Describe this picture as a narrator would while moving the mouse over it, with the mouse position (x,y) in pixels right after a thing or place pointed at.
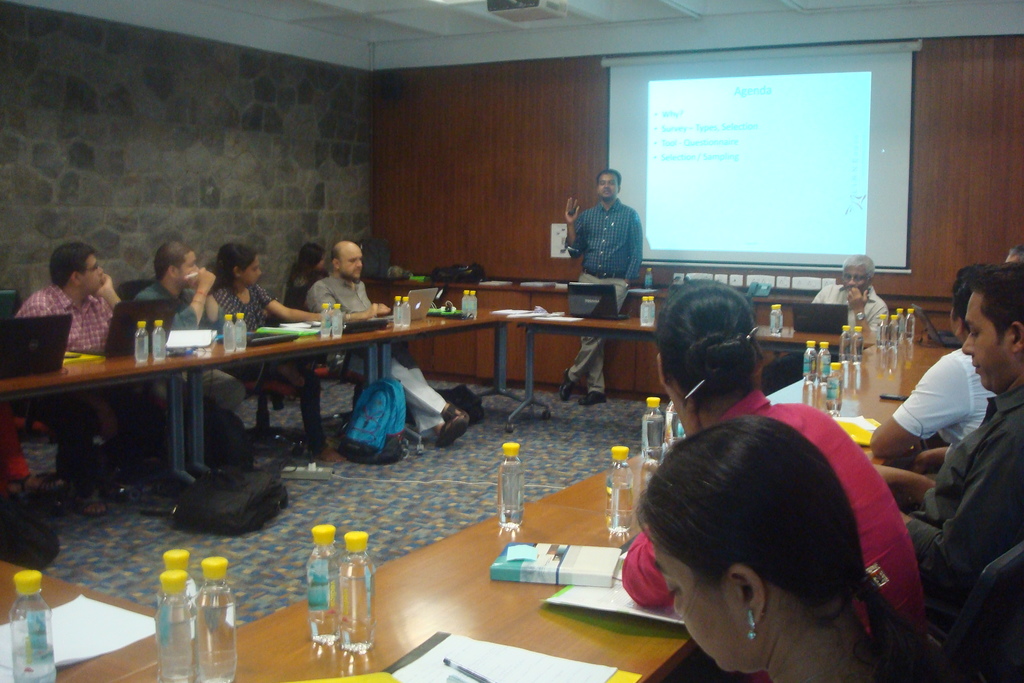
In this picture I can see number of tables (221,360) in front on which there are bottles (812,365), few laptops (124,350), papers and few other things (383,325) and I see people (175,322) behind the tables (3,621). In the background (418,262) I can see the wall (581,134) and I see a man (587,258) who is standing. Behind him I can see a projector screen (672,85). On top of this picture (335,5) I can see the ceiling (332,3) on which there is a projector (563,7).
